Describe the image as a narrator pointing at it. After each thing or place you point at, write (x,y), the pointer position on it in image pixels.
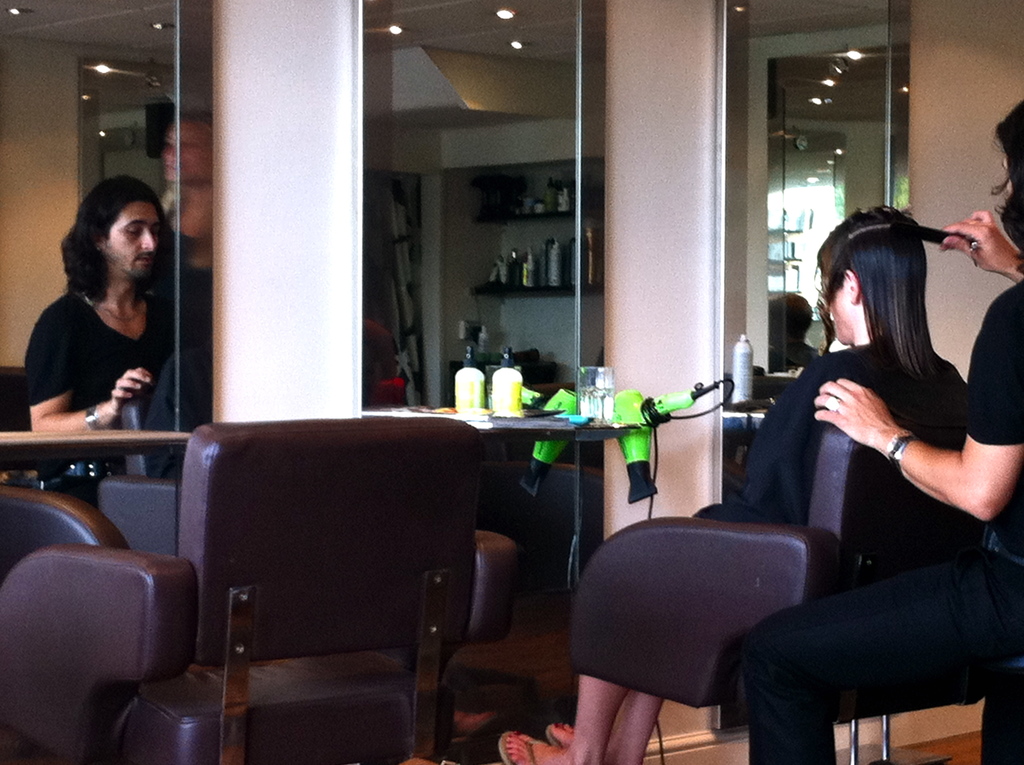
This image is taken inside a saloon (324,351). In the middle of the image (506,416) there is a empty chair (375,595) and a table (527,410) with few things (527,410) on it. In the right side of the image (1005,257) a man (1018,116) is sitting and setting a hair (879,295) for woman (895,385) and a woman (895,385) is sitting on a chair (725,634). At the background (684,473) there is a wall (352,265) and few mirrors (420,233) on it.
